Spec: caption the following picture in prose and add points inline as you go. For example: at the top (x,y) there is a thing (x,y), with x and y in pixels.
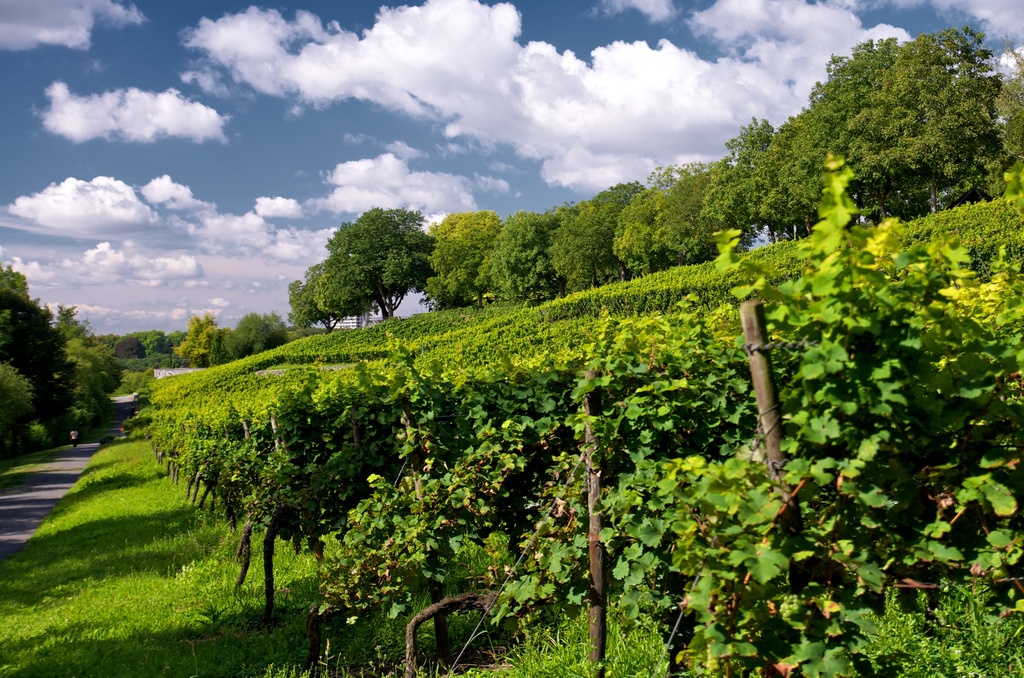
In this image we can a person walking on the road (46,498). There are many trees (61,438) and plants (348,332) in the image. There is a grassy land (121,526) in the image. There is a blue and a cloudy sky (360,131) in the image.
